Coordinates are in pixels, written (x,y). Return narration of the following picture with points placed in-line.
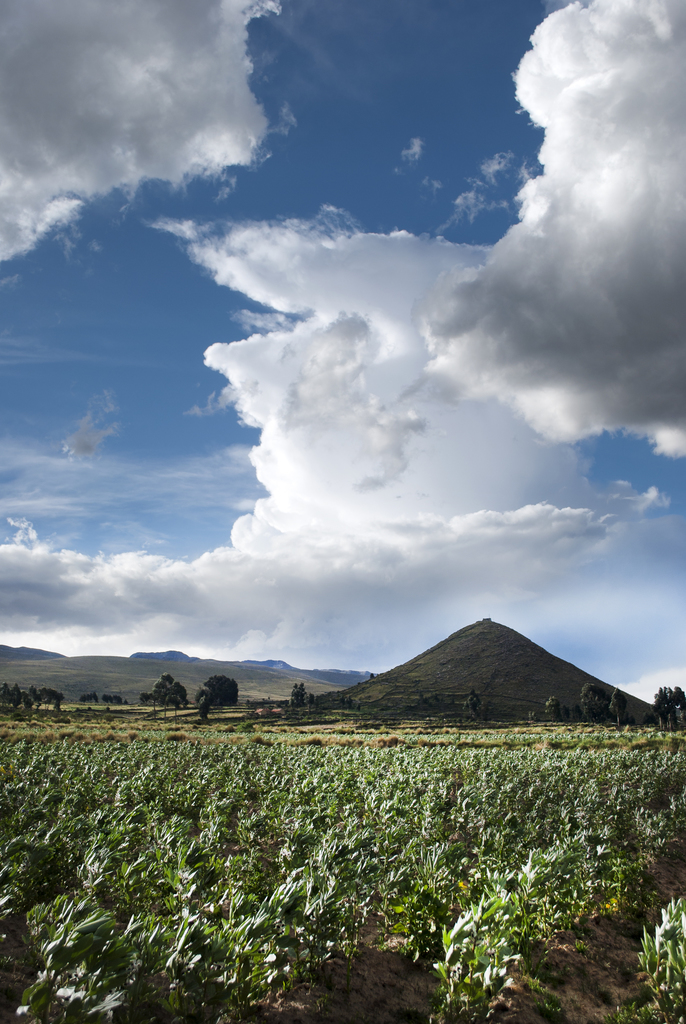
In this image, we can see hills (275,688), trees (214,689) and plants (353,896). At the top (216,319), there are clouds (312,397) in the sky (61,314).
